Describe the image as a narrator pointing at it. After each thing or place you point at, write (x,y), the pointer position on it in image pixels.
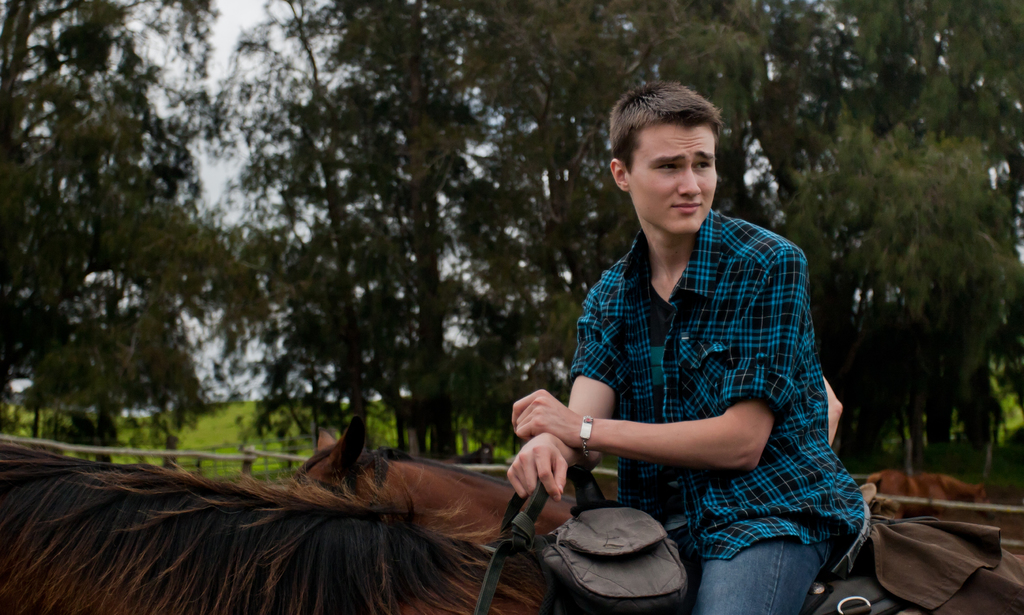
A boy (658,478) is riding a horse (468,537) wearing blue checkered shirt (829,461) and denim pant (754,560). There are some trees (816,142) in his background (889,307).
